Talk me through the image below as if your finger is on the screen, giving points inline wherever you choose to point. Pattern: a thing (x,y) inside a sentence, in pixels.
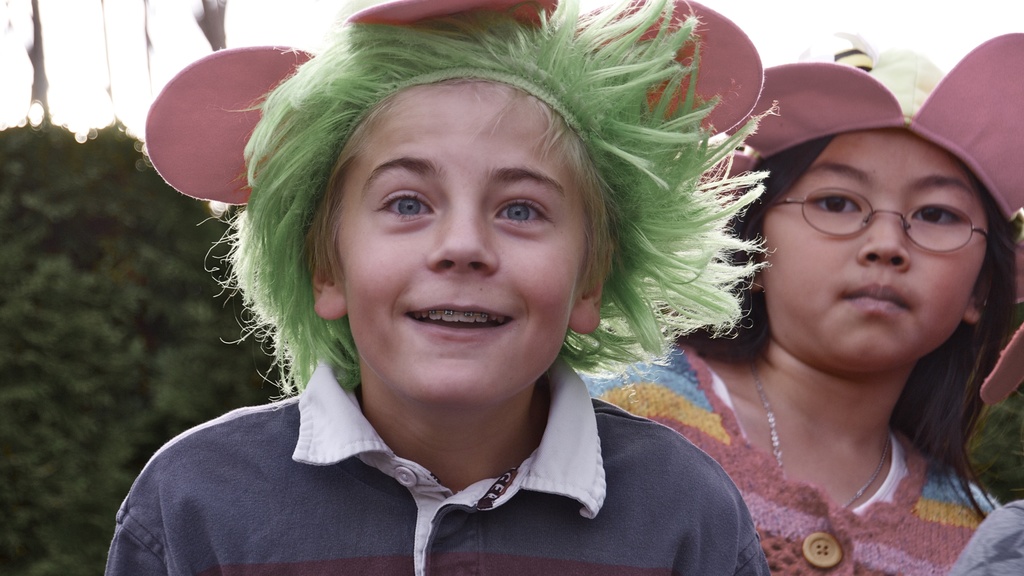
In the picture we can see two children (208,564) are standing one behind the other one child (199,457) is smiling and they are with decorated cap (915,109) and behind them we can see some bushes (140,332).
